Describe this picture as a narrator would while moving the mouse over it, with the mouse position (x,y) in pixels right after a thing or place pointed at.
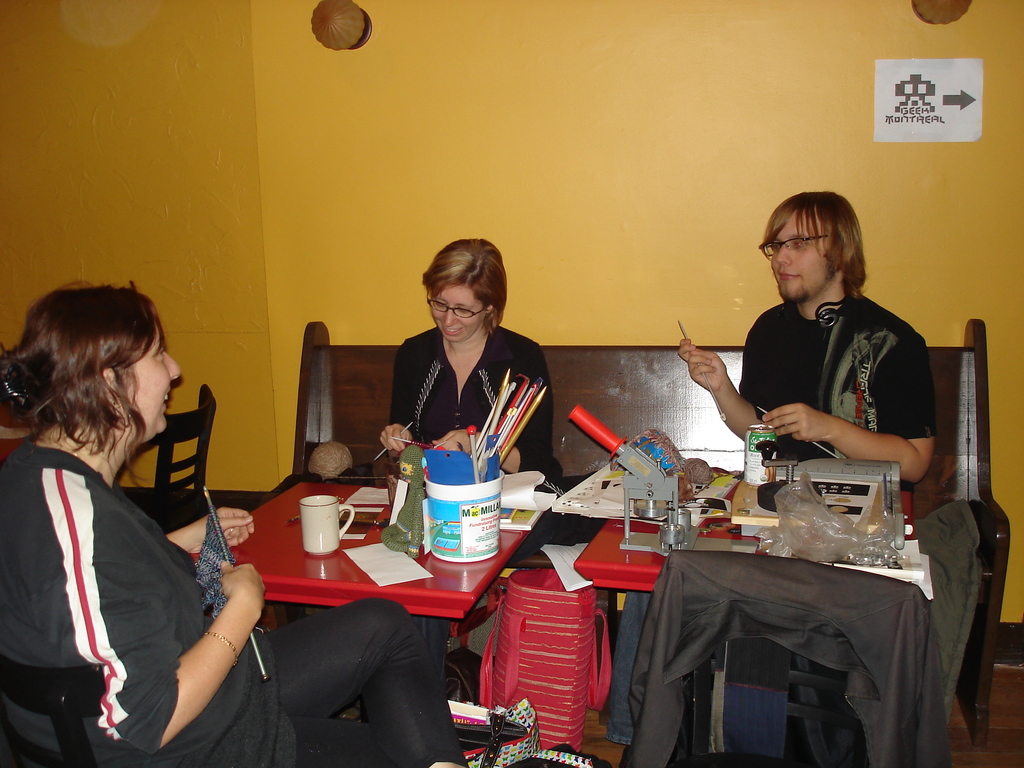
This image is clicked inside a room (193,285). There are three persons (874,330) in this image. To the left (108,525), the woman (120,665) is wearing black dress (297,626) and holding knitting needles (253,642) in her hand (234,607). In the middle (486,390), the woman (442,376) is wearing black dress (486,358) and laughing. To the right (859,396), the person (843,371) is wearing headset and sitting in a bench (938,503). There is a table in the middle (387,507), on which some items (494,529) are kept.
